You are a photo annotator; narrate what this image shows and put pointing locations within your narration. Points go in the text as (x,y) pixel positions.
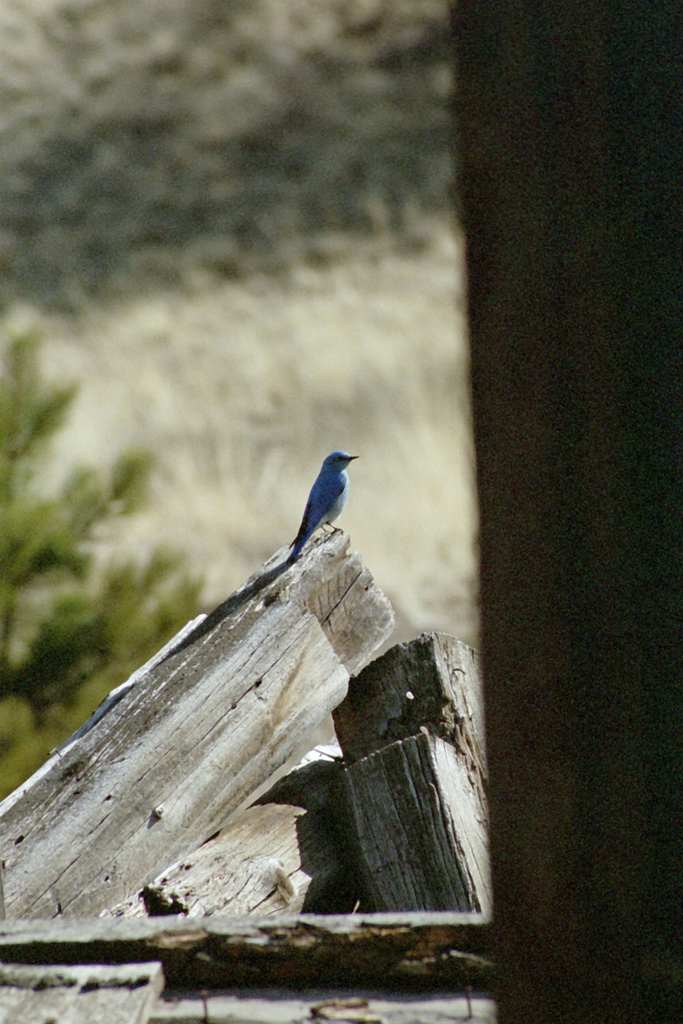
In this image I can see a bird (339,469) on wooden logs (273,816). The background (93,76) is blurred.
